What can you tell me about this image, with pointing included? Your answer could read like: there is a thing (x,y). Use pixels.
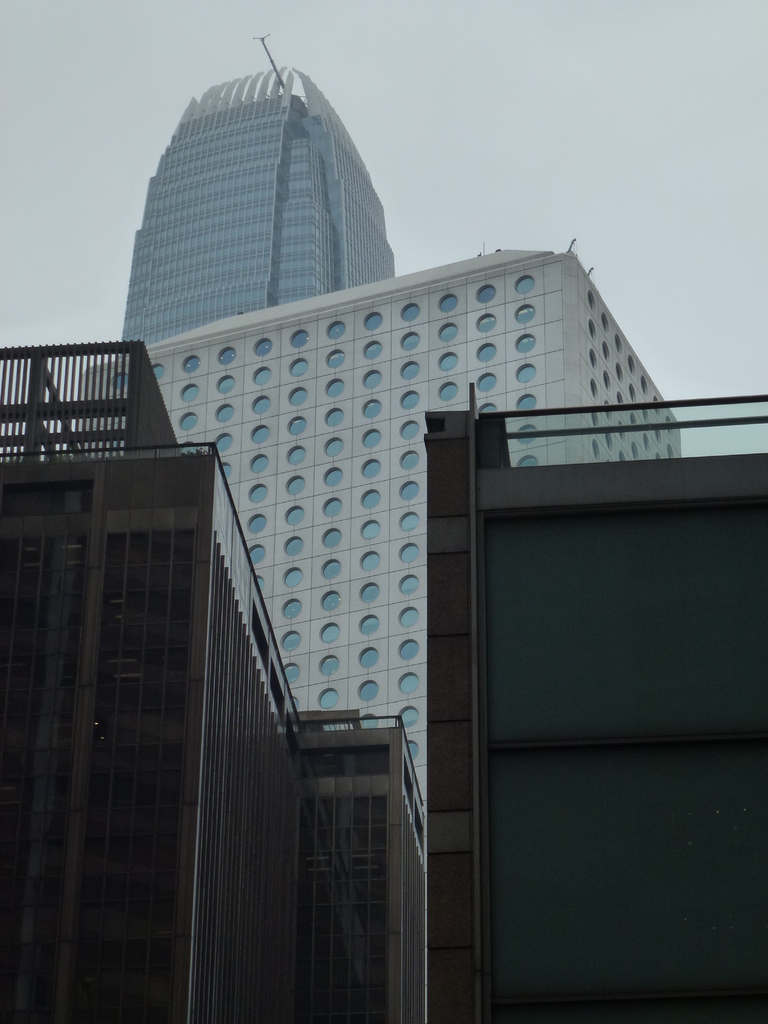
In this picture I see number of buildings (288,338) in front (133,998). In the background (679,62) I see the sky (626,152).
